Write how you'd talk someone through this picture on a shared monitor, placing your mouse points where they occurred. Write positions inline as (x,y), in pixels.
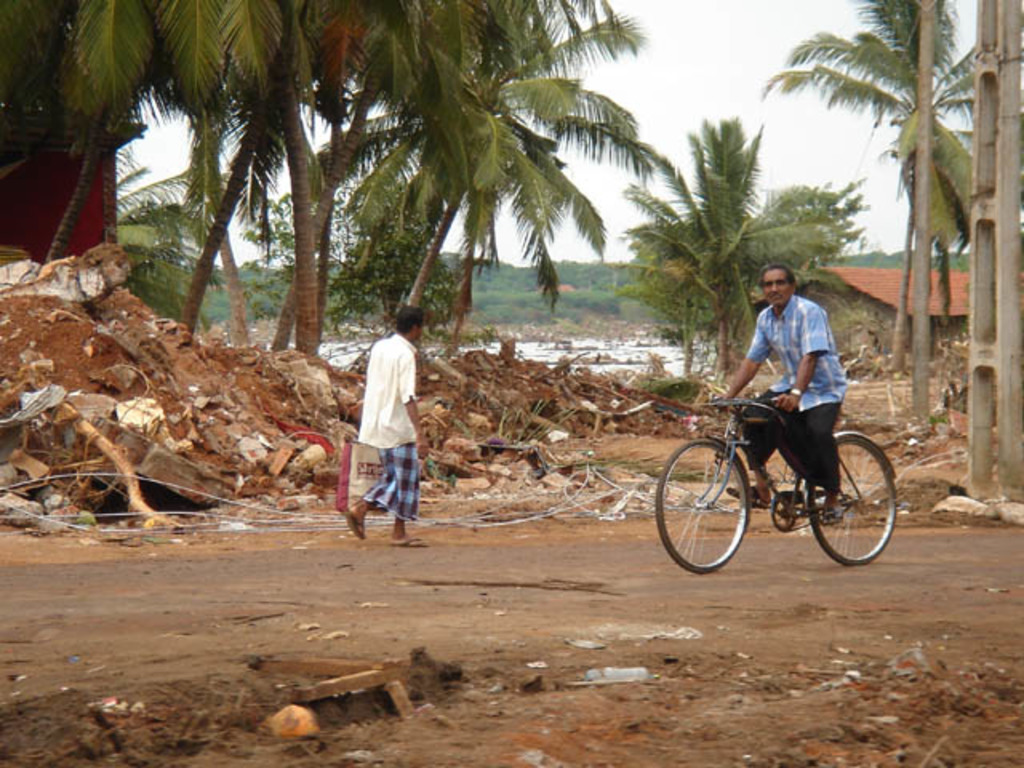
In the image we can see there is a man (794,339) who is sitting on a bicycle (790,514) and another man (419,473) is standing on the road (382,544) and on the back (712,150) there are lot of trees (712,150).
